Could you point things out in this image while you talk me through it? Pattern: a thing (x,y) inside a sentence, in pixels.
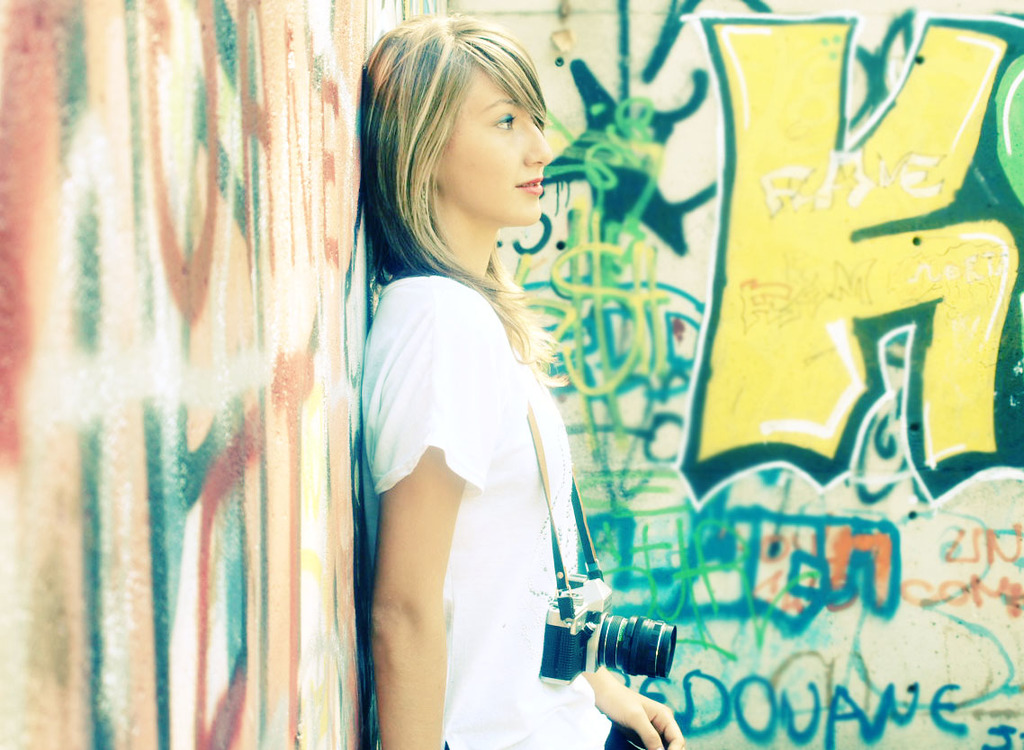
In this picture we can see a woman (426,412) with the camera (553,631). On the left (322,363) and right side of the woman (486,339), there are scribbles (100,409) on the walls (88,425).
